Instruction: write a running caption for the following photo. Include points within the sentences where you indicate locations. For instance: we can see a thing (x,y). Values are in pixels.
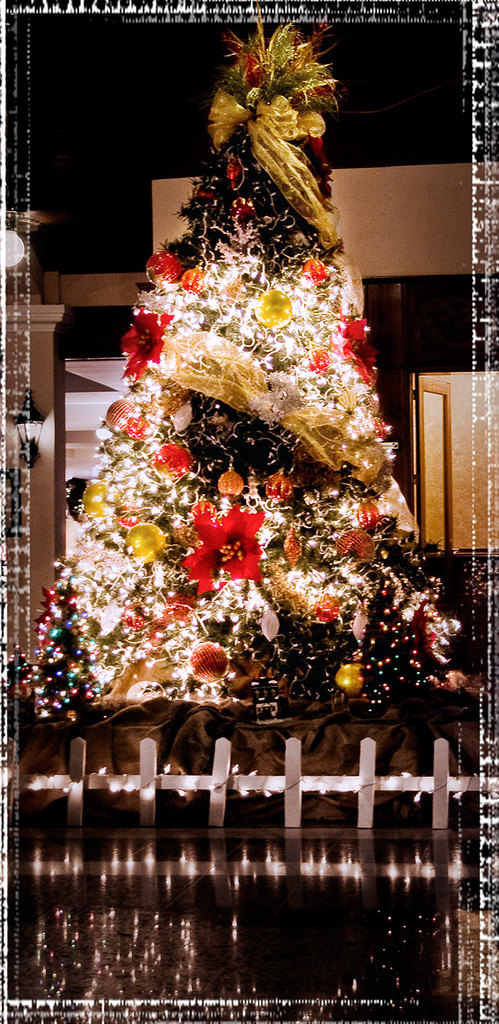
We can see Christmas tree (286,608) with decorative items (247,376) and lights (247,329). In the background (482,564) we can see wall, light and window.
